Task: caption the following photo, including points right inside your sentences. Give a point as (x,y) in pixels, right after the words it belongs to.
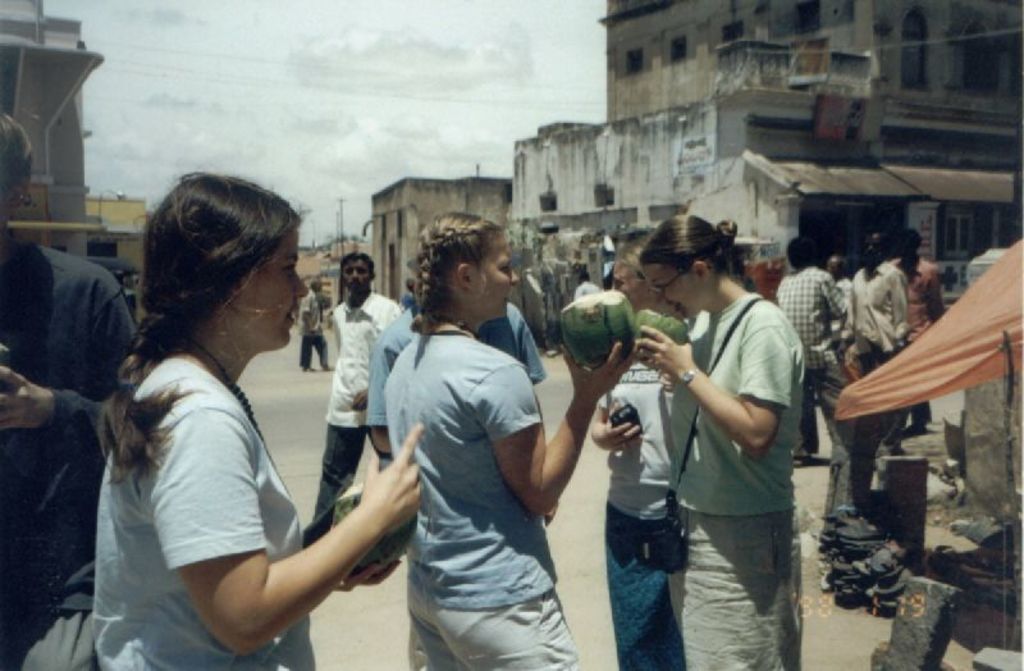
In this picture we can see a woman (722,431) who are holding a coconut (625,324). On the right (753,596) there is a woman (778,425) who is wearing watch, t-shirt (775,373) and skirt (777,641). On the background (638,133) we can see buildings (677,152), street lights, electric poles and wires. On the top (288,31) we can see sky (329,45) and clouds (370,30). On the left (44,268) there is a man (4,202) who is wearing black t-shirt (52,322) and He is holding something.
